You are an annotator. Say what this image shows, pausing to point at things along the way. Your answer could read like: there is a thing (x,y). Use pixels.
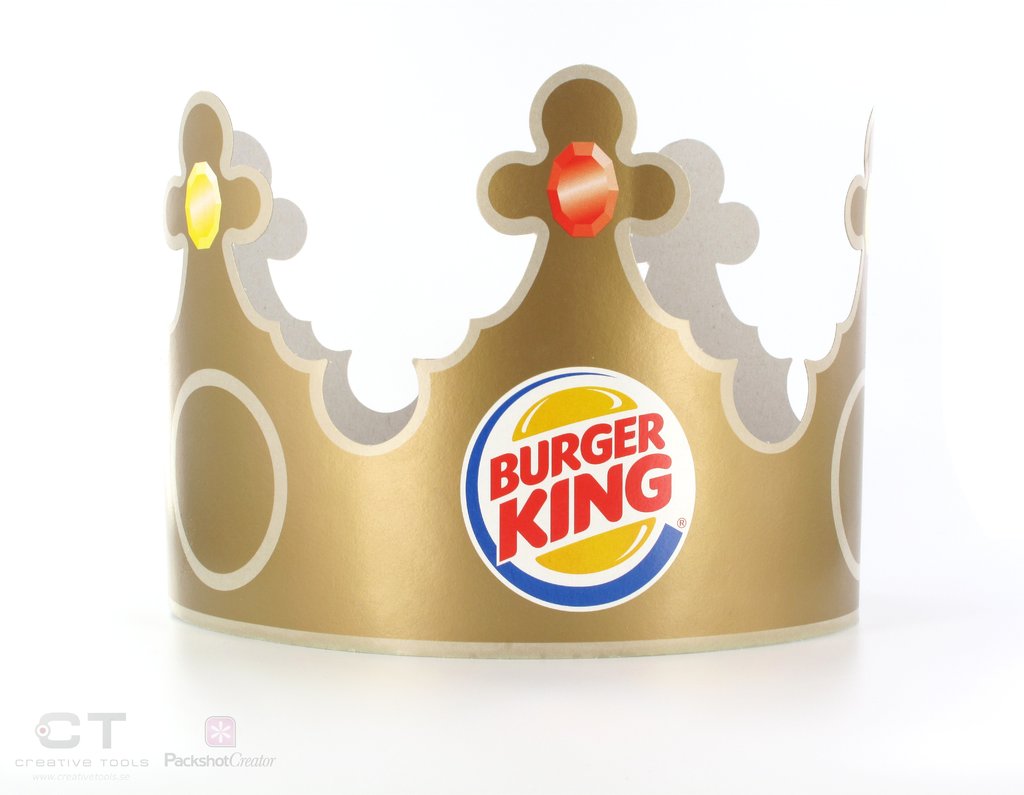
In this image we can see an object (439,382) which looks like a crown (309,436), there are text (645,501) on it, also we can see the text (55,757) on the image, and the background (995,555) is white in color.
